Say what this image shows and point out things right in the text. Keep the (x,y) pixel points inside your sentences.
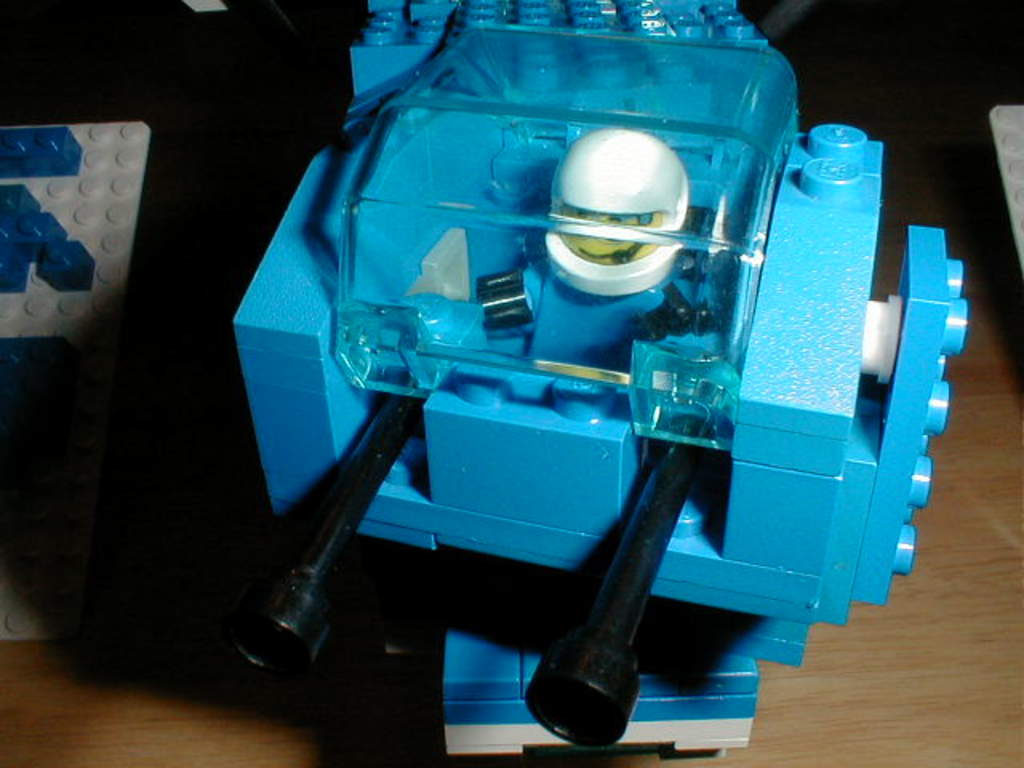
This picture shows couple of toys (724,217) on the table (951,214).
